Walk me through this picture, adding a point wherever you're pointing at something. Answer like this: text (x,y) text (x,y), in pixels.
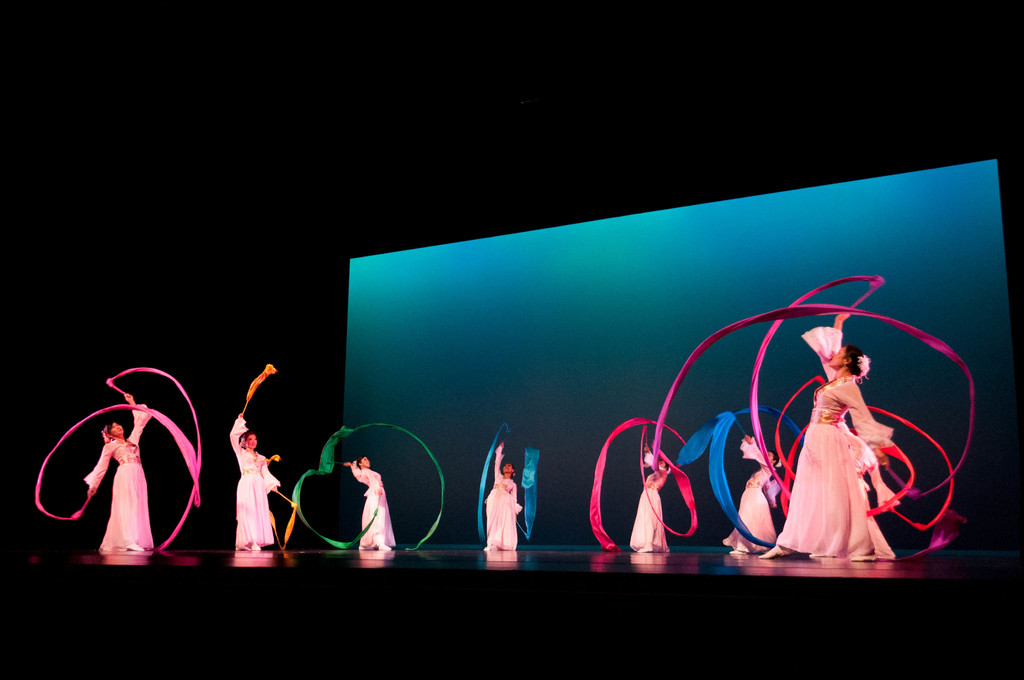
In this image we can see group of women (258,500) performing on dais (845,562). In the background (371,414) there is a screen (675,301).
